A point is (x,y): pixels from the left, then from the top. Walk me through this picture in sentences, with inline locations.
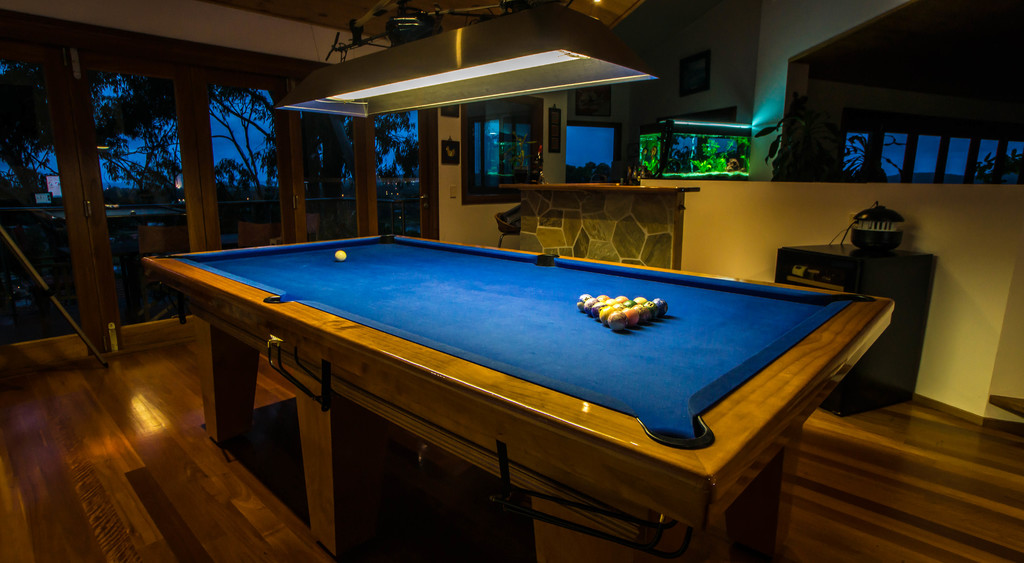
In this picture we can see a table (558,374) with balls (595,306) on it and beside to this table (744,295) we have cupboards (830,248), chairs (507,222), windows (340,193), light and aquarium (667,150) and from windows (507,162) we can see trees (159,120), sky (240,130).
